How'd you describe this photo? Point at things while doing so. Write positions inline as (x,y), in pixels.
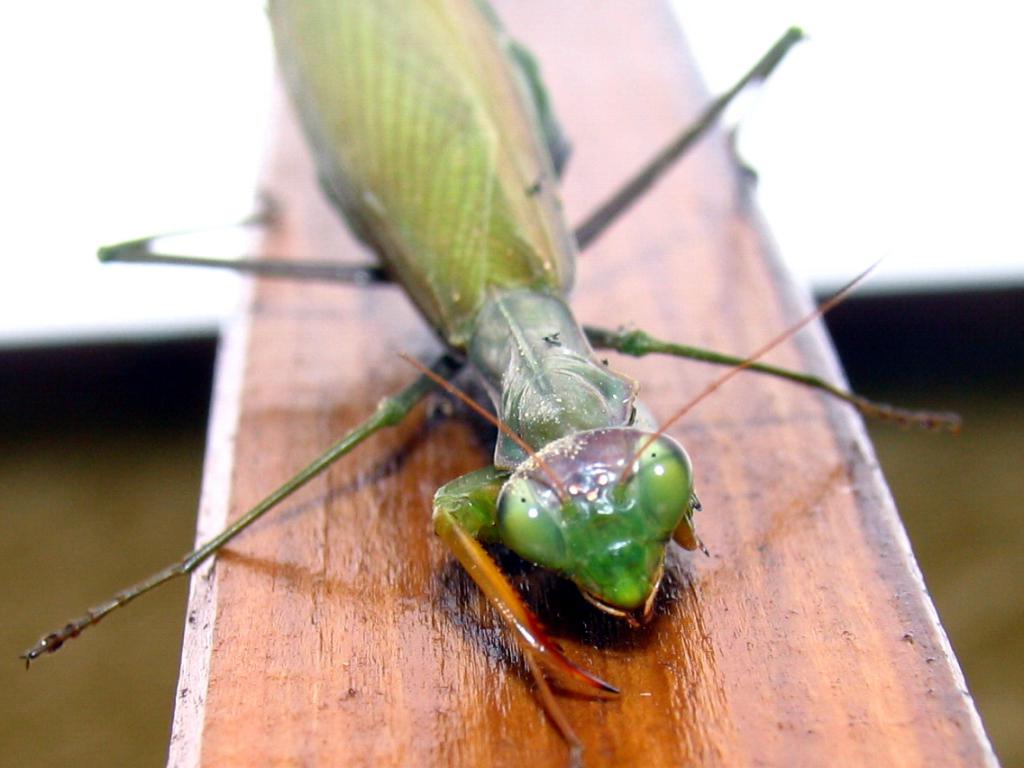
In this image we can see an insect (553,539) on wooden surface (767,543). The background (65,212) is blurry.
